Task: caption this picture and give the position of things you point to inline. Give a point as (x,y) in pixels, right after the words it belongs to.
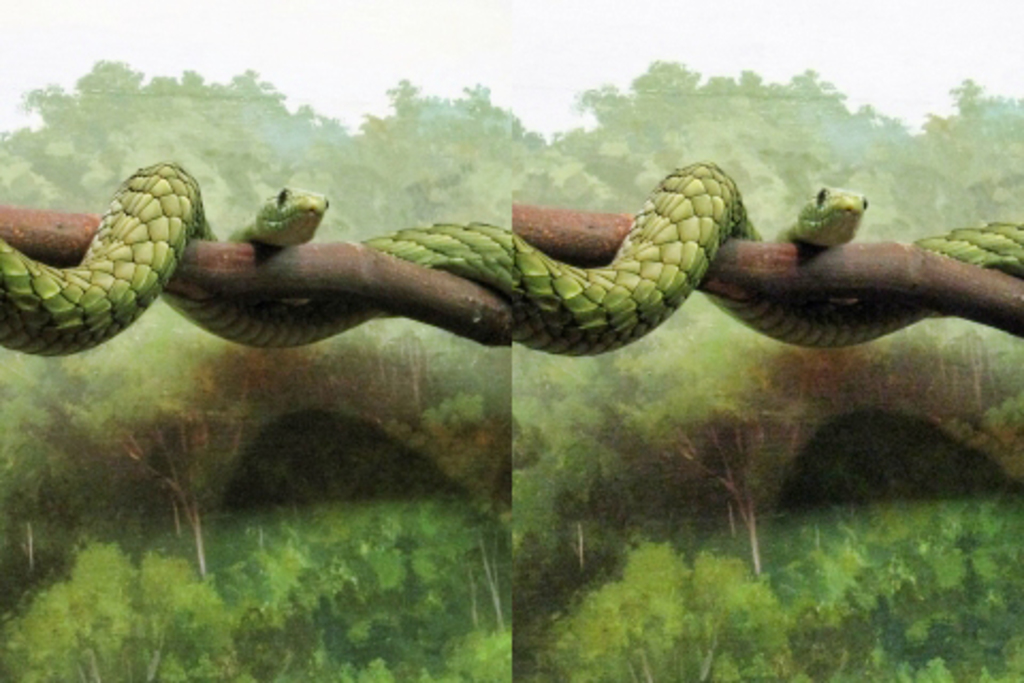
This image is collage of two images. There is a snake (219,313) on the branch (562,217).
